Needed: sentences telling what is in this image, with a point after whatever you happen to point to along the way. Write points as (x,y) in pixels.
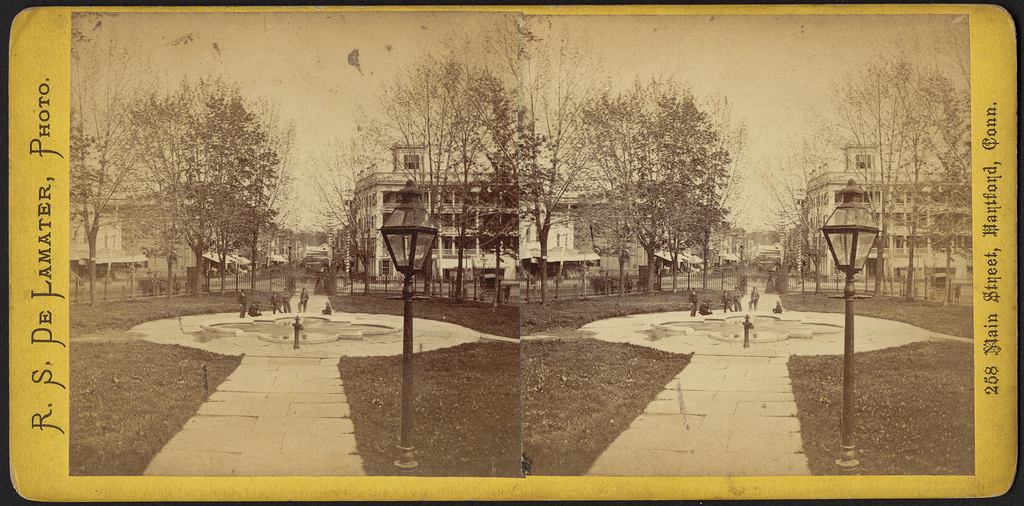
This is a black and white picture. This is an edited image. This picture has two images. One image is same as the other. At the bottom (366,409), we see the grass (463,406) and a light pole (405,358). In the middle of the picture (373,321), we see the fountain (356,329) and people (283,302) standing beside that. There are trees (254,282) and buildings (368,204) in the background (221,210). At the top (362,86), we see the sky (362,86). On the left side (41,373), we see some text (52,404) written. This picture is a photo frame (910,492).
